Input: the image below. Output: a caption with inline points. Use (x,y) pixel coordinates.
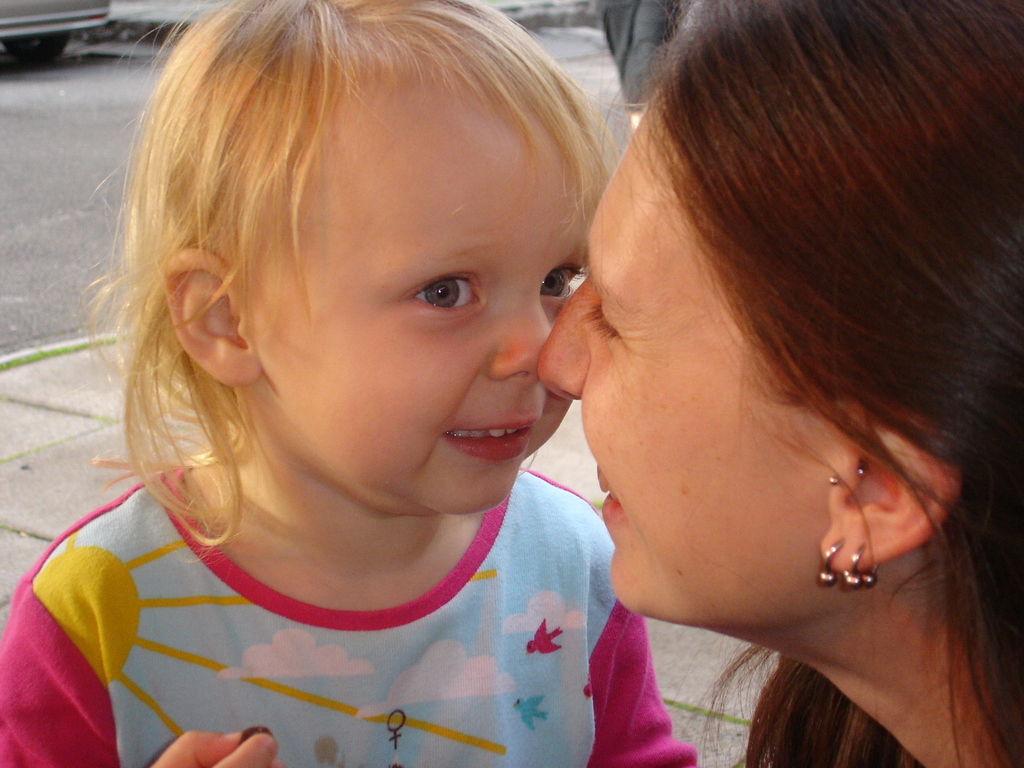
In this picture there is a woman (633,534) and there is a kid (453,132) with pink and blue t-shirt (339,646) and there is a picture (76,588) of sun (331,698), clouds (305,662), sky (342,686) and birds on the t-shirt (323,663). At the back (53,11) there is a vehicle (15,37) on the road (92,67) and there is a footpath (14,440).
